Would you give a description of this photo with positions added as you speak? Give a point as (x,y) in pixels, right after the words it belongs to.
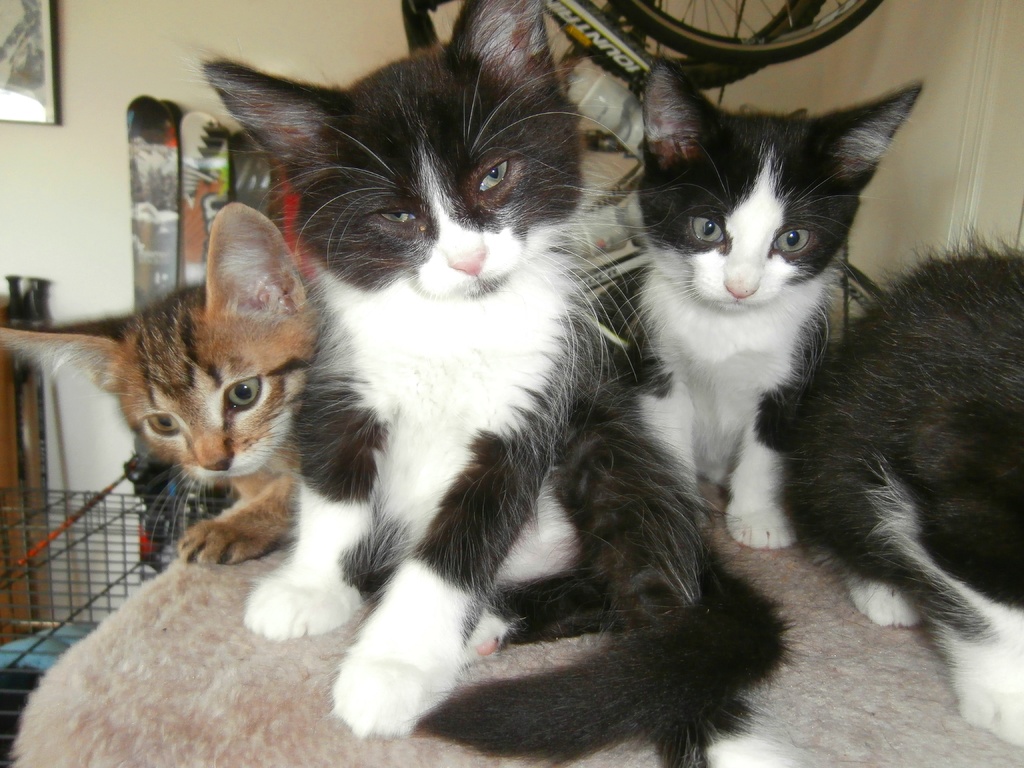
In the foreground of the picture (447,221) I can see four cats (514,402). It is looking like a metal grill cage (142,579) on the left side (90,531). It is looking like a photo frame (57,104) on the wall (85,104) on the top left side of the picture (33,51). I can see the skateboards (185,161) on the left side (267,177). I can see the bicycle (665,33) in the background (647,2).
